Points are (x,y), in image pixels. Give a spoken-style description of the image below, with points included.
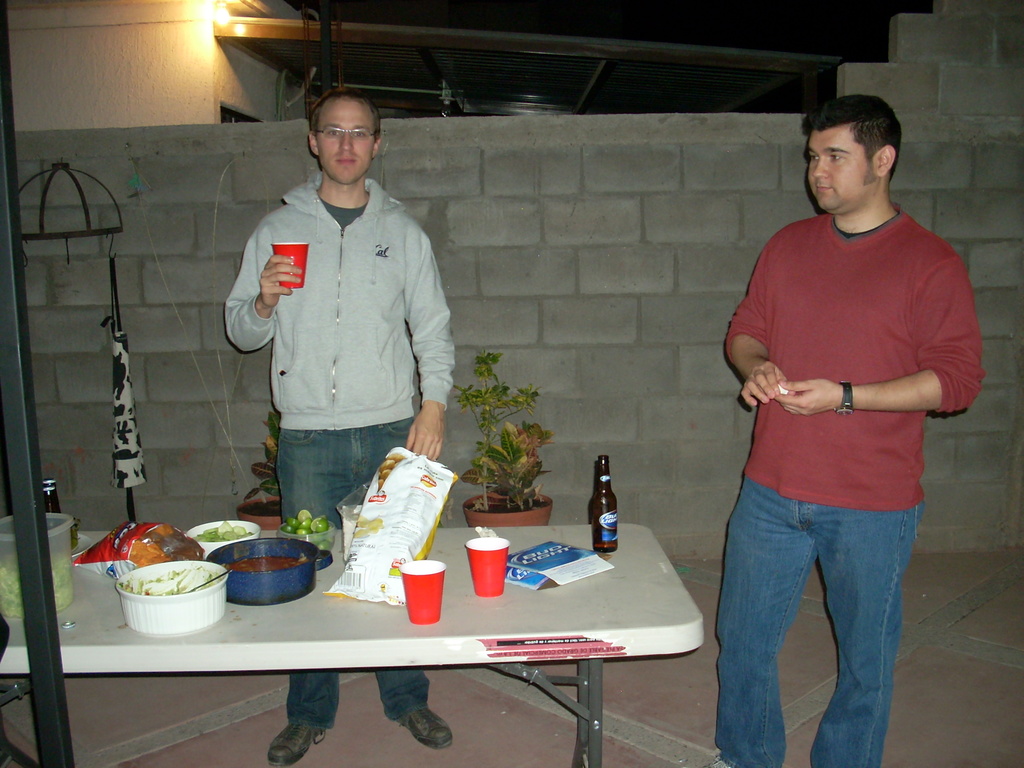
In this image I can see two men (299,425) are standing. I can also see he is wearing a specs (355,134) and holding a glass (292,251). On this table (634,547) I can see a bottle (612,541), two glasses (485,546) and few more stuffs (251,538). In the background (529,404) I can see plants (482,420).
